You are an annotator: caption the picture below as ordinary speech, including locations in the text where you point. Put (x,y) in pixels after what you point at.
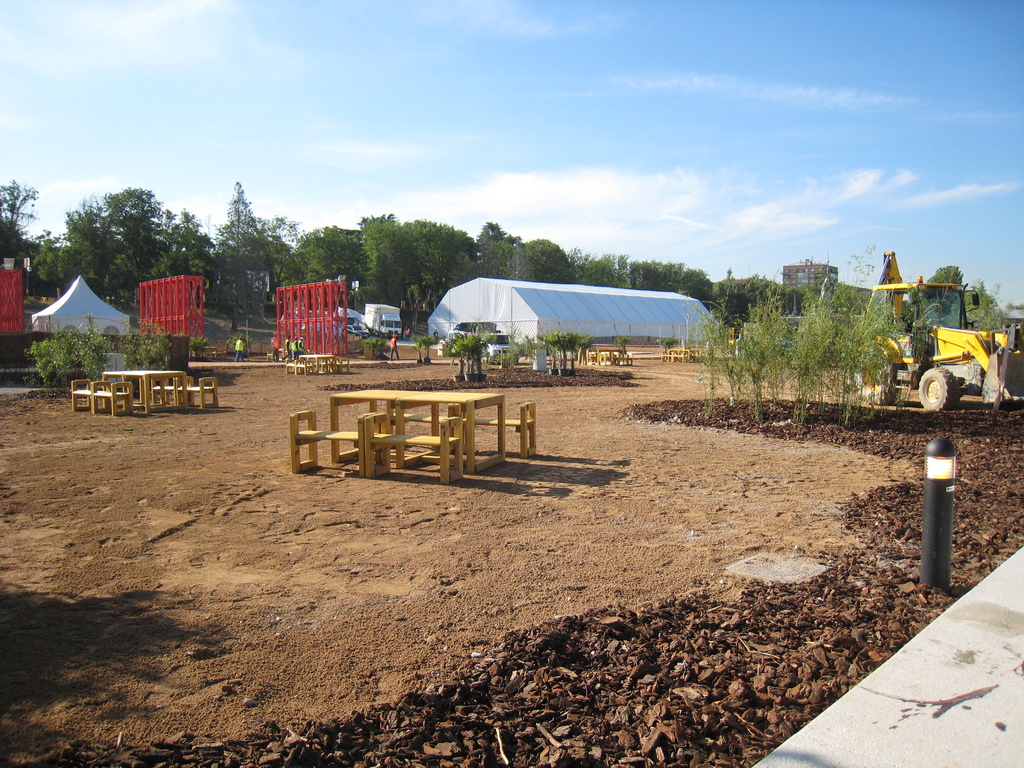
In this image on the right side (895,357) there is one vehicle (926,393), at the bottom (516,525) there is sand (720,536) and some mulch (893,601). In the center (387,424) there are some benches (377,437) and chairs (362,433), in the background (161,325) there are some poles (331,321), tents (636,315), vehicles (360,317) and trees (388,296) and some buildings (807,286). On the top of the image (239,128) there is sky (443,116), on the right side (949,572) there is one iron rod (939,511) and a footpath (885,680).
